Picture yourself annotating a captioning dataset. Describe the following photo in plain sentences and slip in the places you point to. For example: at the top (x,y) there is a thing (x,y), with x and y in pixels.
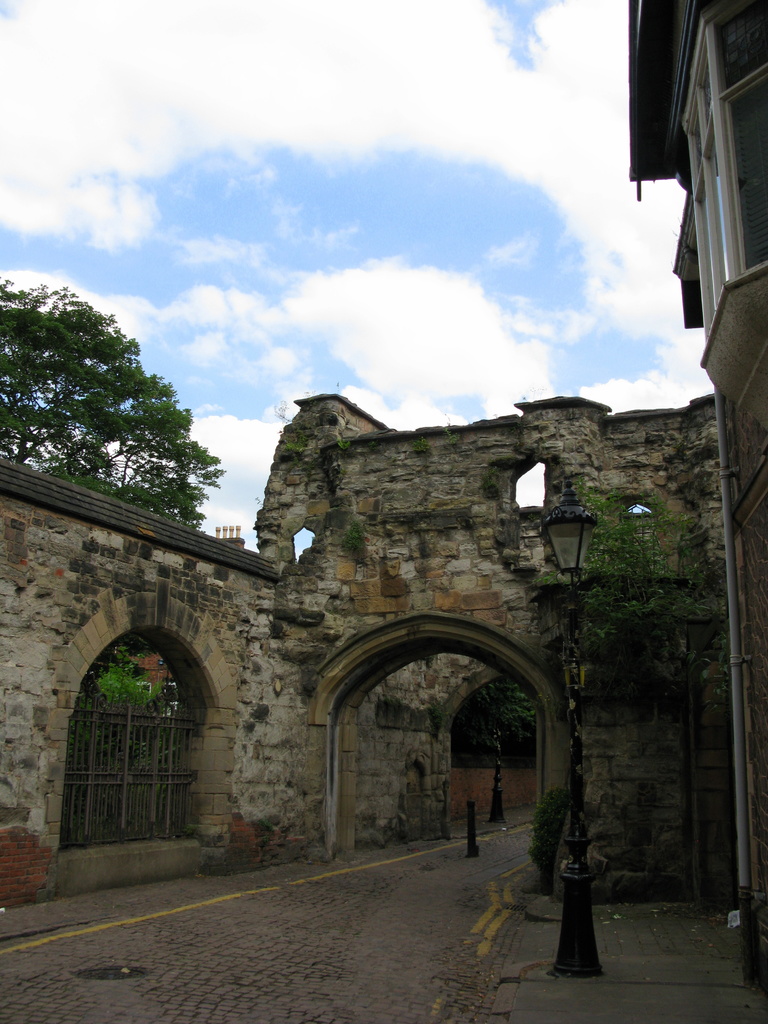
In this picture I can see a building (428,622), lights (572,573), poles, trees (598,576), and in the background (419,264) there is sky (453,160).
